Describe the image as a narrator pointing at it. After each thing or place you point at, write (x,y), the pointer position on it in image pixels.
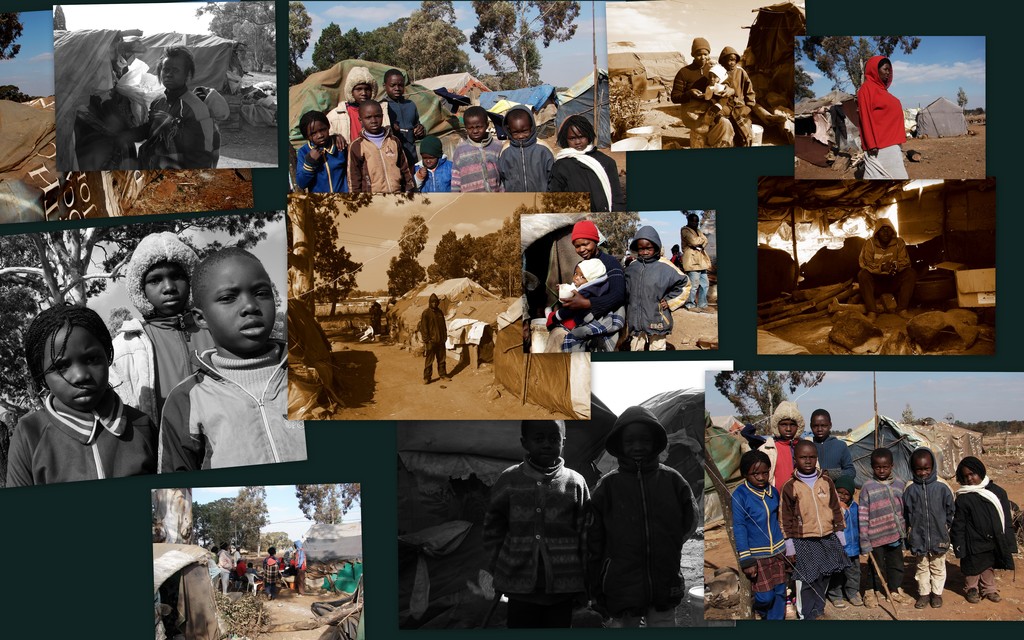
The picture is a collage. In the pictures there are people (496,510) standing. In this picture there are tents (660,411) and trees (28,281).
